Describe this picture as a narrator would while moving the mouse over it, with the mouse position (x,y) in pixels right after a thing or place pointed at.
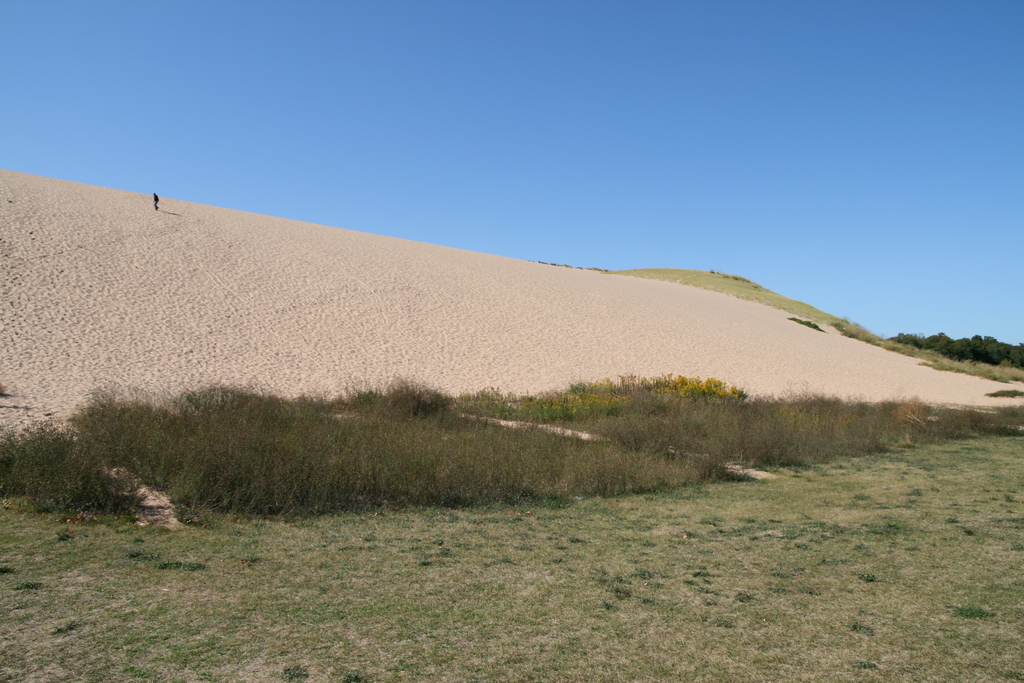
In this image, we can see a few plants (434,494), grass (975,641), mountain (564,325), trees (942,339). Top of the image (437,180), there is a clear sky (562,151).
